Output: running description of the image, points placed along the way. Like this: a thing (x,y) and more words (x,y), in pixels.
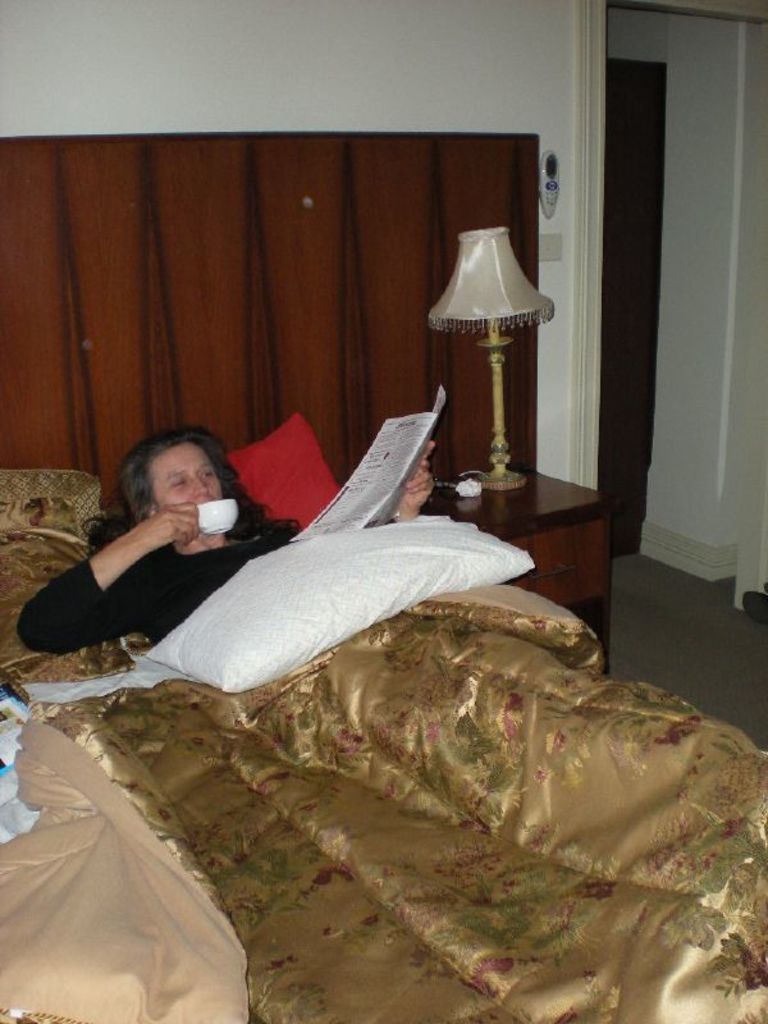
Here we can see a woman (266,541) lying on a bed (125,794). She is drinking a coffee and she is reading a newspaper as well. This is a wooden table (533,506) where a lamp (495,486) is kept on it.
